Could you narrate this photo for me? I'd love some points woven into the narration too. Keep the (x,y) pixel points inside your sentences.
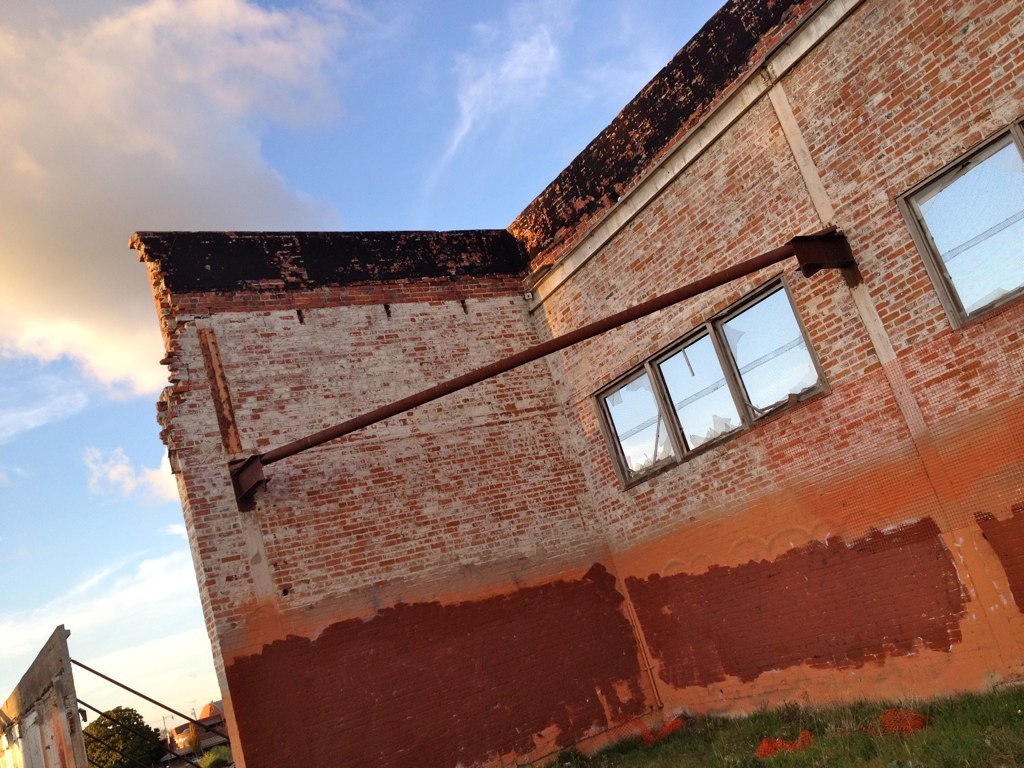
In this image there are buildings (54,744) and trees (111,751). At the bottom (647,745) there is grass (671,741). In the background (468,76) there is sky (267,63).
